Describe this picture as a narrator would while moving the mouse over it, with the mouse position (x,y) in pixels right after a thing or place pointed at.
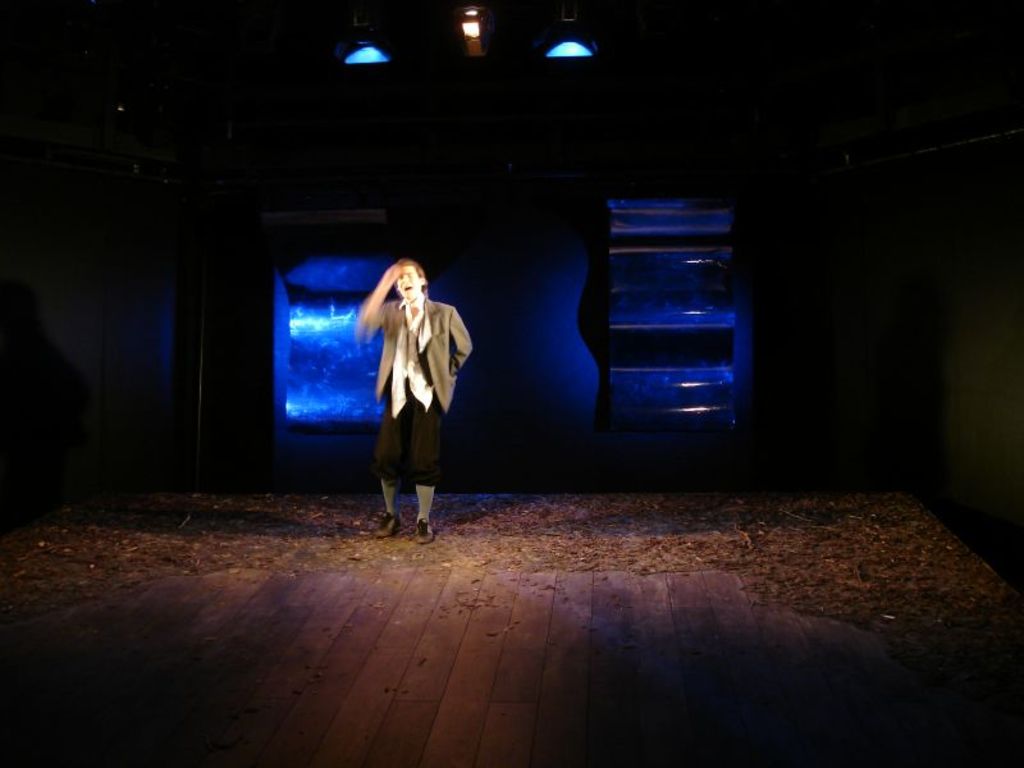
In this picture there is a person (400,314) standing. At the back (102,386) there is a wall (916,491) and there are objects (339,406). At the top (470,26) there are lights (379,36). At the bottom (461,659) there is a floor (458,662) and there are dried leaves (895,572) on the floor (445,652).
